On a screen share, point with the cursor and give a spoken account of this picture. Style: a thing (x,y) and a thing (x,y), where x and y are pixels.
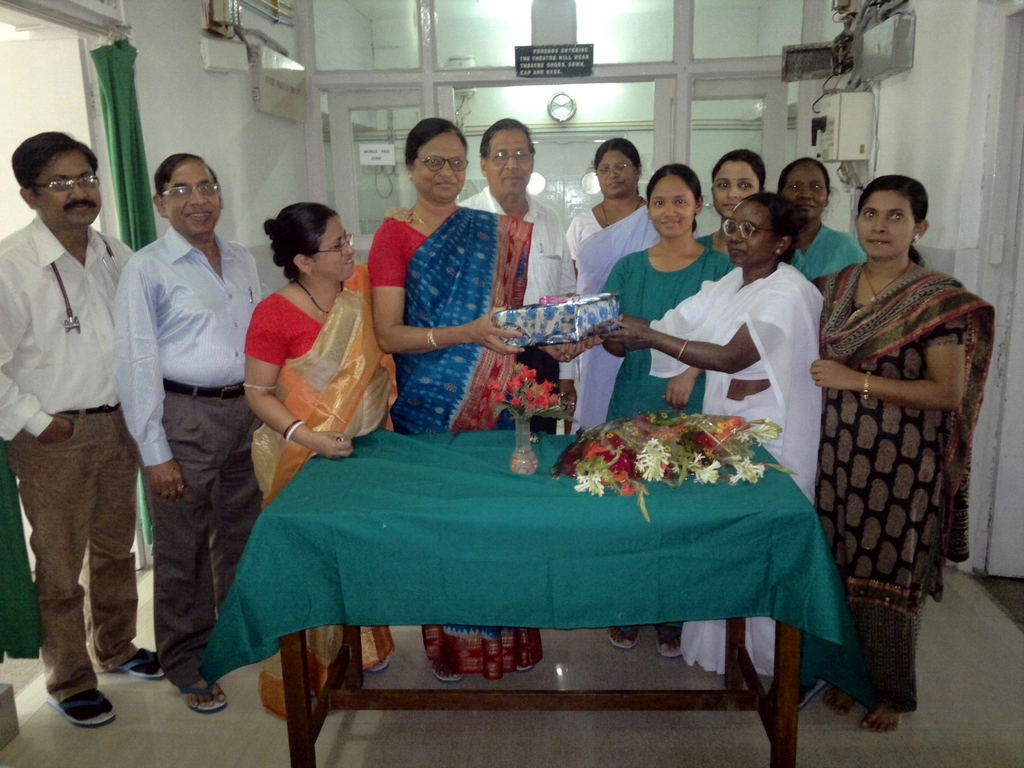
In this image in the center (425,304) there are a group of people (304,372) who are standing and there is one table (421,517). On the table (738,489) there are some flowers bouquets (675,458) and two persons (483,289) are holding one box (551,340). In the background (412,86) there is a glass window (545,132) and some lights (585,183) clock (557,107), and some other objects (855,134) on the right side (856,95) and left side (287,85) there are some boards (277,77). On the left side (93,102) there is a door (71,98) and curtain (128,136) at the bottom (333,750) there is a floor (716,752).
